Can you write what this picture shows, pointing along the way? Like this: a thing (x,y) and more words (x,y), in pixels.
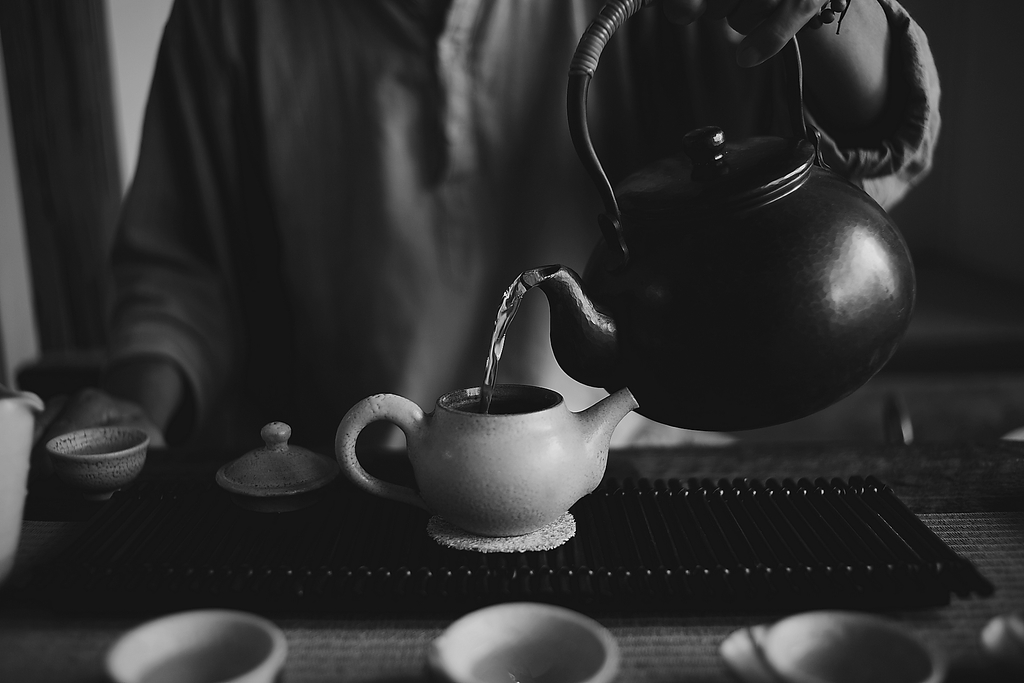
This is a black and white image. I can see a person (525,140) holding a kettle (742,265) and pouring water (497,366) into another kettle (513,462). This is the table (946,613) with cups (179,647), kettle (488,531), lid (280,492) and few other objects (897,543) on it.
